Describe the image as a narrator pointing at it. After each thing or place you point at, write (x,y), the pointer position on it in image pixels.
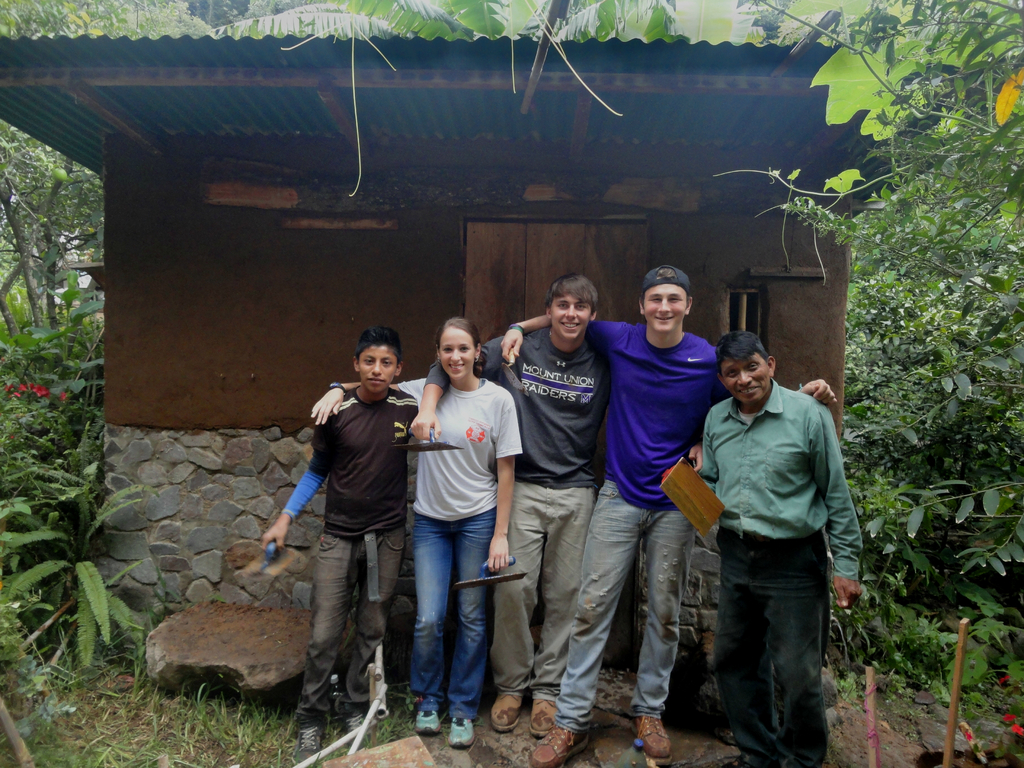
In this image, there are a few people (640,419), plants (14,528), trees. We can see the ground (594,728) with some objects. We can also see a house (836,209) and the wall (180,511). We can also see a stone (176,649) and some grass (201,703).
